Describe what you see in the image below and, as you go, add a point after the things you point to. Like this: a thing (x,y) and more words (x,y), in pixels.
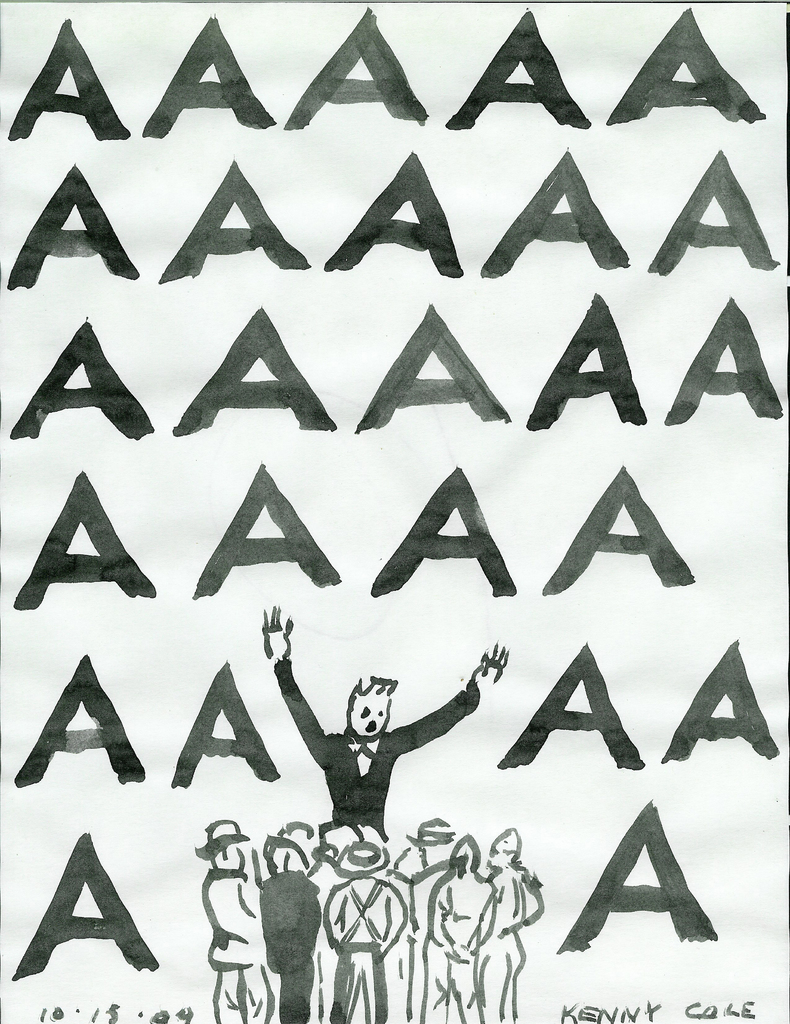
In this image there is a paper (488,987) on that paper (15,536) there are alphabets of letter A (616,878) and drawing of a person (321,729), in front of him there are a group of persons (370,914) standing on the bottom left (126,1021) there is date (186,1021), on the bottom right (691,1017) there is a name (750,1017).
